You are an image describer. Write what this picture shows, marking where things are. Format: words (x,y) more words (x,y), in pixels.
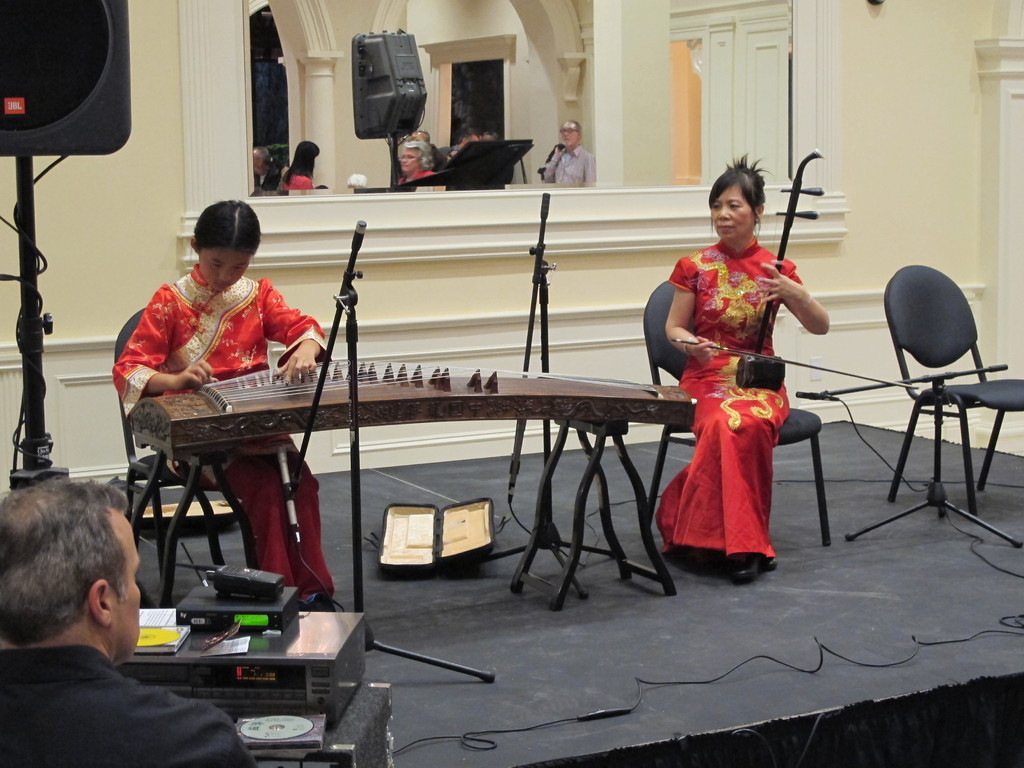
There are two women (728,317) sitting and playing musical instruments (275,378). Here is another person (148,712) sitting. These are the electronic devices (260,666). This is an empty chair (901,346). This is the mirror (405,142) with reflection (361,123) of few people (418,150) standing and some object (391,107). This is the speaker (70,112).
